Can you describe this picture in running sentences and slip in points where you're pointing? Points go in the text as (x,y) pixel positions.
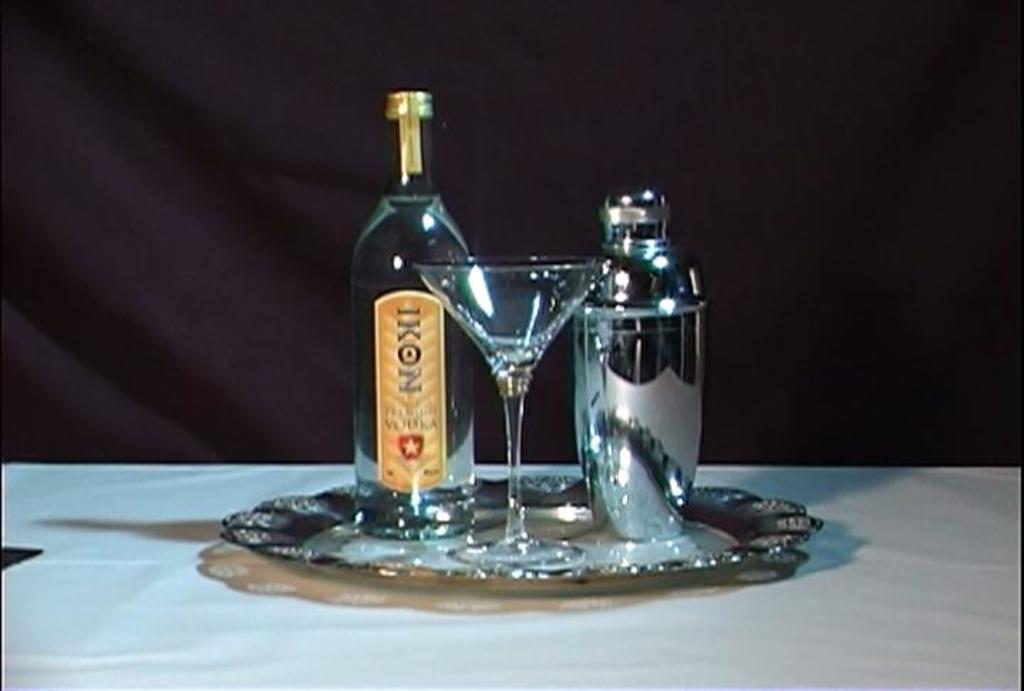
A vodka bottle (409,304), a glass (502,558) and a cocktail shaker (639,266) are placed on a table (838,573).
